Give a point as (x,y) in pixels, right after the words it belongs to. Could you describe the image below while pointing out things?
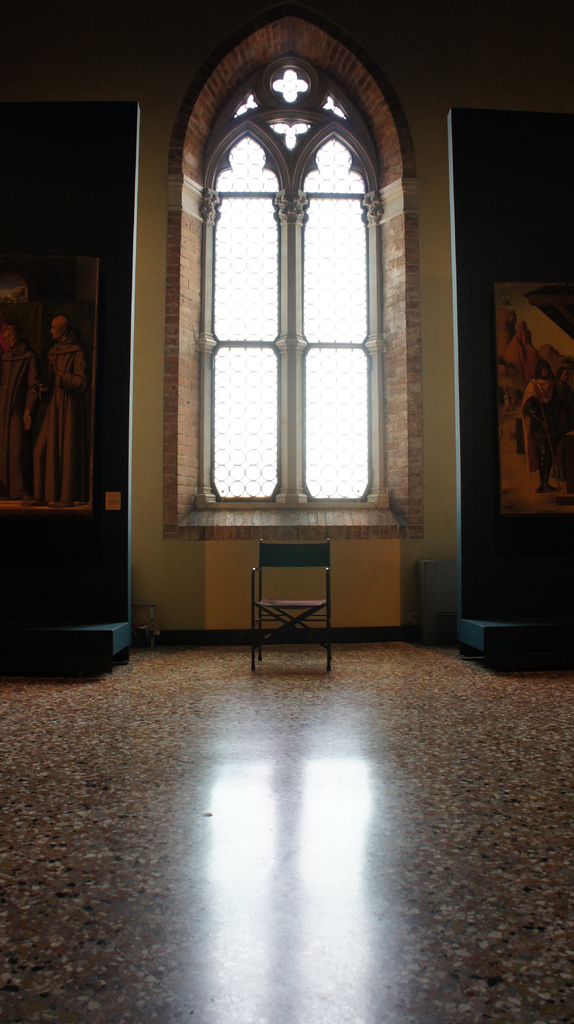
This is a inside view of a building (361,631), where there is a window (227,376), chair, frames (17,393) attached to the boards (481,143) which are on the floor (250,729).
